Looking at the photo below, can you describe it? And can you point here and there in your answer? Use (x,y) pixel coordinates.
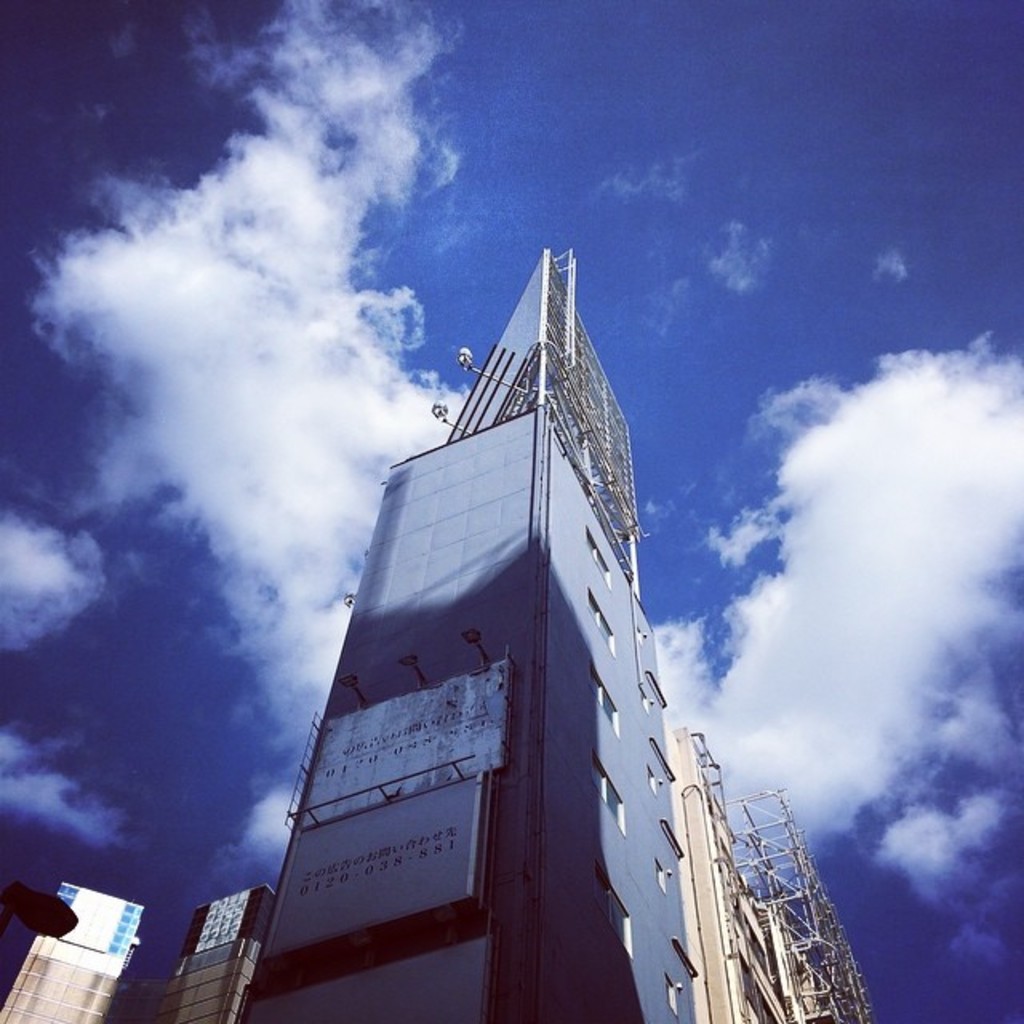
In this image I can see the buildings (622,694) with windows (619,804). I can see some boards (416,815) to one of the building (525,749). In the background (294,691) I can see the clouds (308,667) and the blue sky (58,385).
